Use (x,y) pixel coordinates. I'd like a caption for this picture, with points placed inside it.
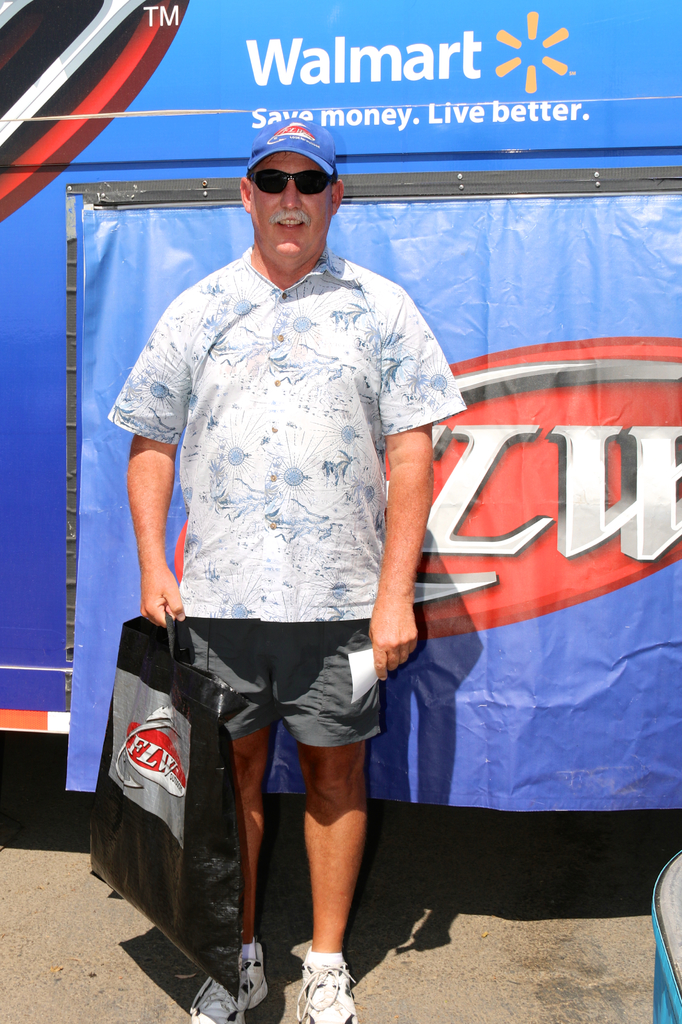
In this image I can see a person (313,454) wearing shirt (279,466) and short (297,708) is standing and holding a bag (171,761) and a paper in his hands (376,636). I can see a blue colored banner (133,214) to the blue colored object (347,97) in the background (195,118).
